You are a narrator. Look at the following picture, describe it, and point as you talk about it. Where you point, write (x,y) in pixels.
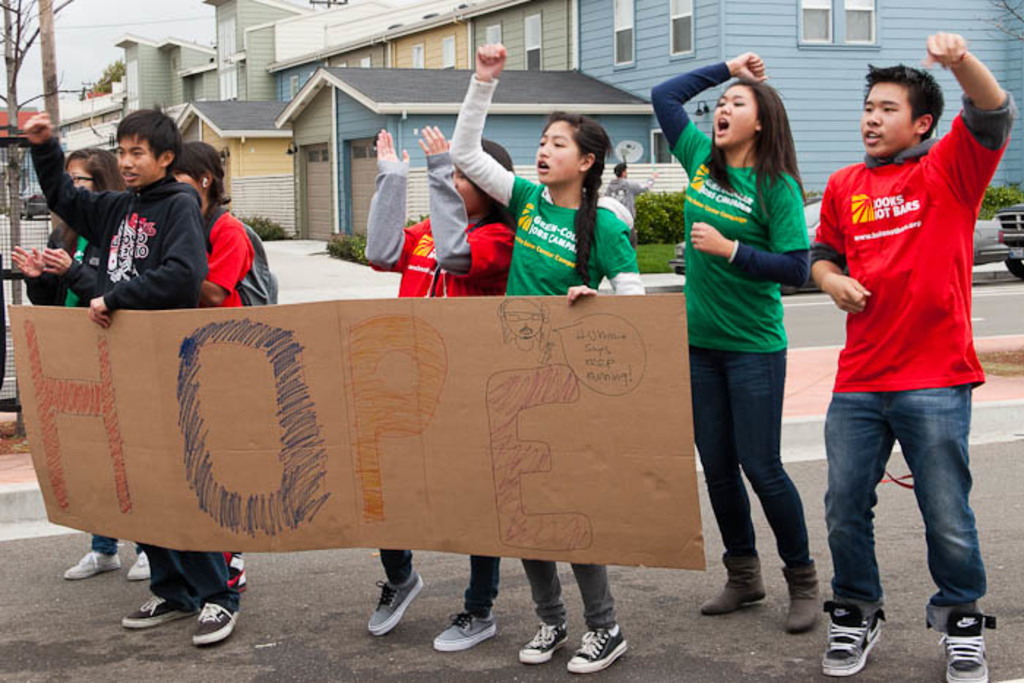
There are persons (644,180) in different color dresses (981,150), some of them are holding a placard (311,395) on a road (514,584). In the background (677,210), there are plants (663,197) and grass (665,256) on the ground (650,253), there are buildings (861,7) which are having roofs (435,4) and glass windows (873,13) and there is sky (90,36).
